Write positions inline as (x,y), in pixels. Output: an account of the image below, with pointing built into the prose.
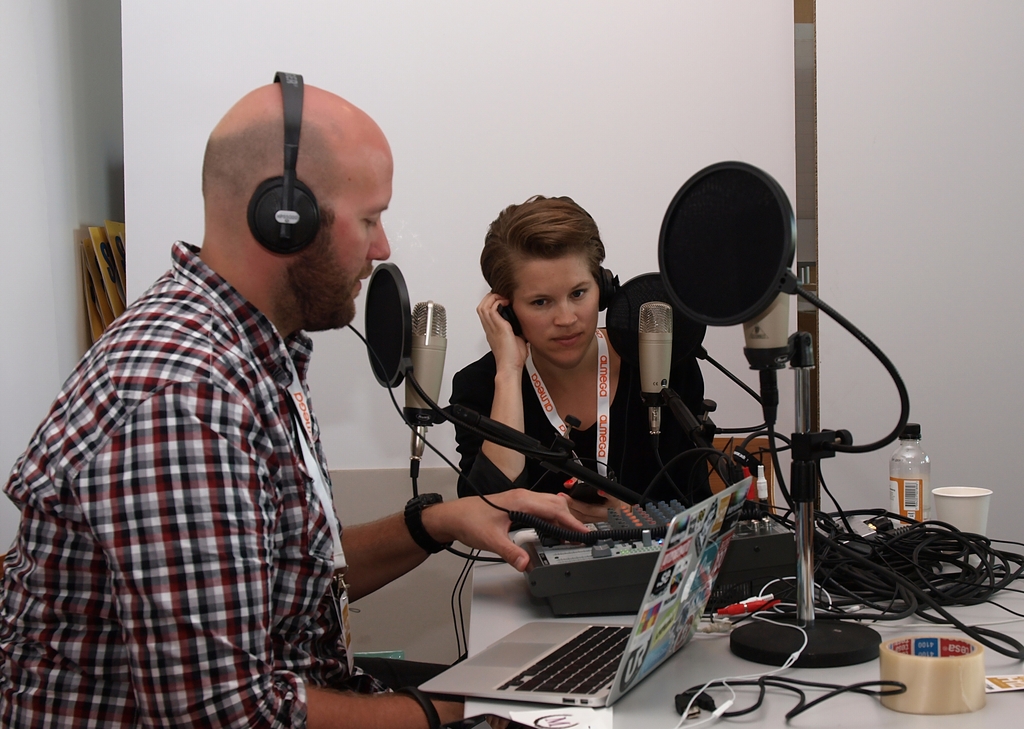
In the picture I can see a person (296,479) wearing shirt (303,473) and headphones (282,250) is sitting near the table (831,678) where laptop (588,676), wires (963,573), tape (974,689), bottle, cup (970,535), mics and a few more things (604,722) are placed on it. Also, we can see another person (537,375) wearing black color dress (627,397), identity card (600,348) and headphones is sitting near the table (612,707). In the background (473,245), I can see the white color wall (135,276) and few objects (115,262).
